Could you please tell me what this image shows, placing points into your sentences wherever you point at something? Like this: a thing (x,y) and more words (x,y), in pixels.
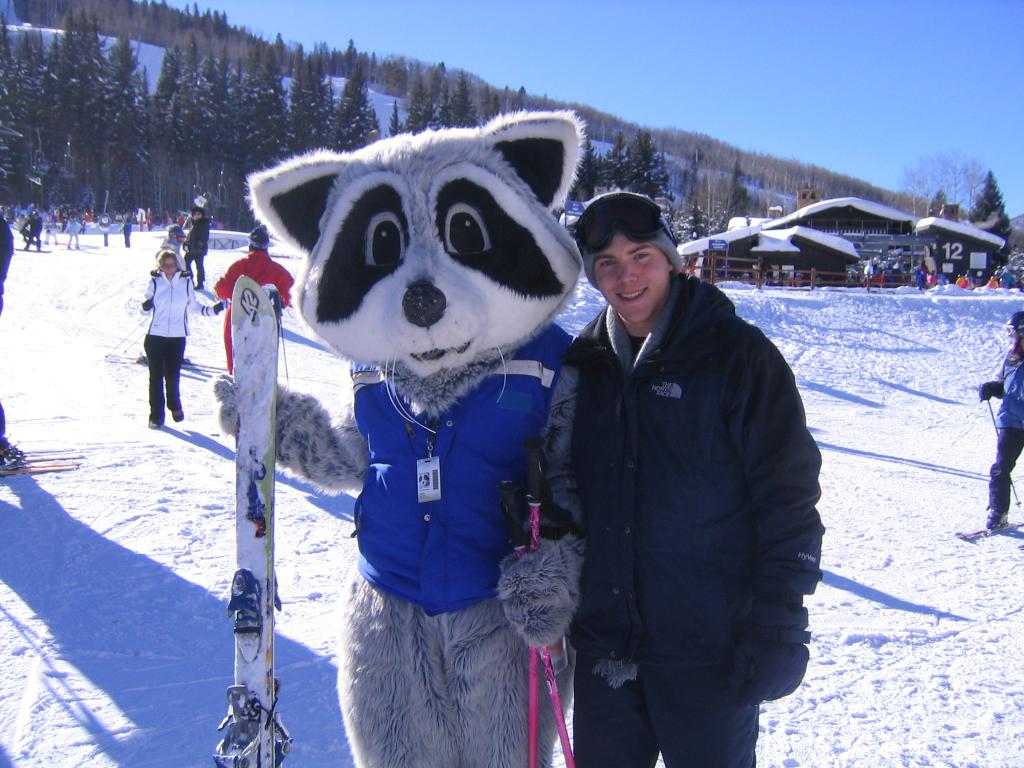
In this image, There is a ground (919,671) of white color and there is snow (939,581) on the ground (951,527), There are two persons (664,452) standing and in the left side (253,439) there is a person (488,474) wearing a blue color coat (446,425) holding some object (243,449), In the background (159,152) there are some people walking and there are some homes (858,255) in brown color and there are some trees (765,175) in green color.
